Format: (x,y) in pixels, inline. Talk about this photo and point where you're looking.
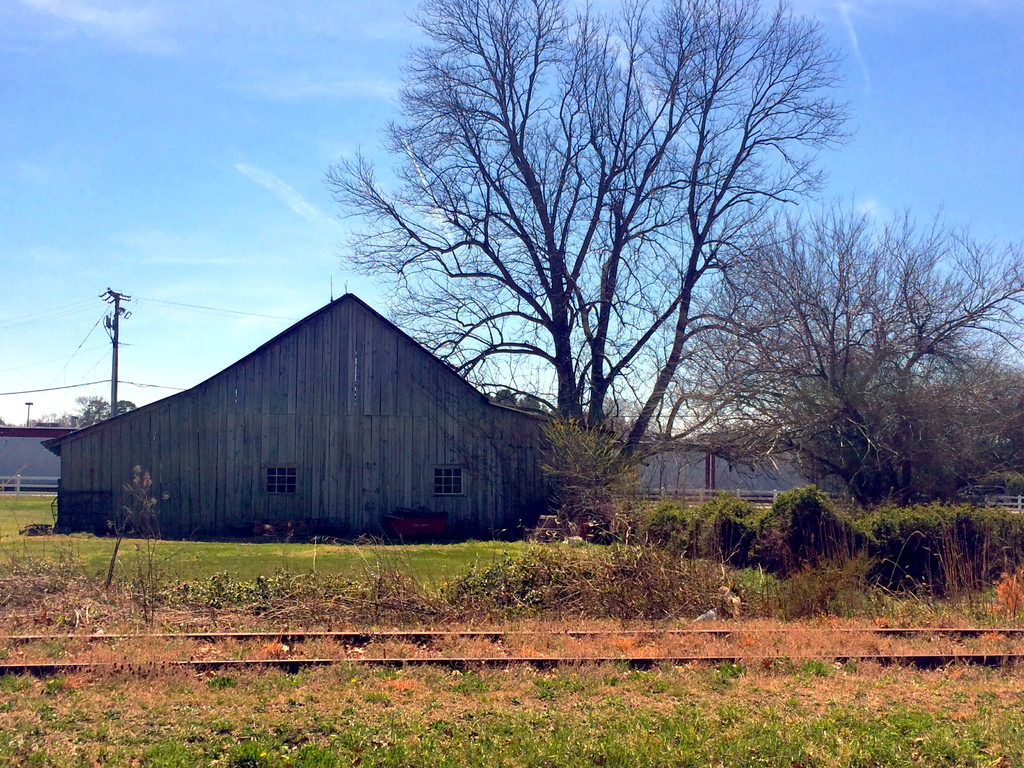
In this image there is a grassland (640,643) on that land (438,643) there is a track (472,642), in the background (572,419) there are trees (93,421), houses (227,459), pole (116,376) and the sky (255,133).
